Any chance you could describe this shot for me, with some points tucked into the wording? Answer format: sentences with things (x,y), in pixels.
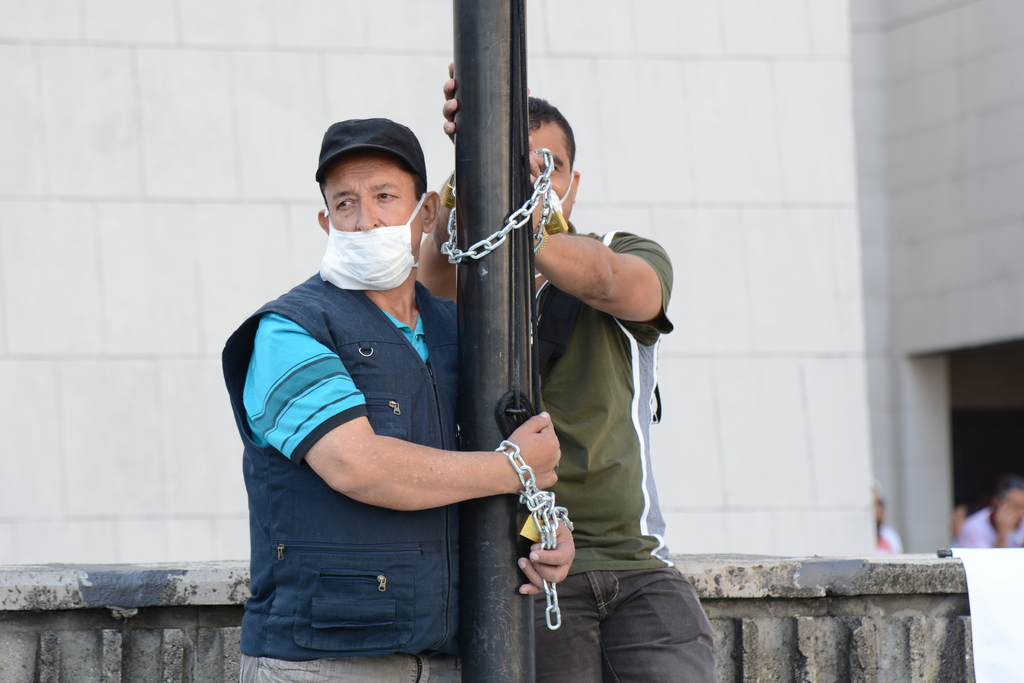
In the foreground (288,397), I can see two persons (664,543) in a metal chain (500,455) and a pole (472,355). In the background (933,332), I can see a fence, building (877,397), door (959,365) and three persons (960,528). This picture might be taken in a day.
